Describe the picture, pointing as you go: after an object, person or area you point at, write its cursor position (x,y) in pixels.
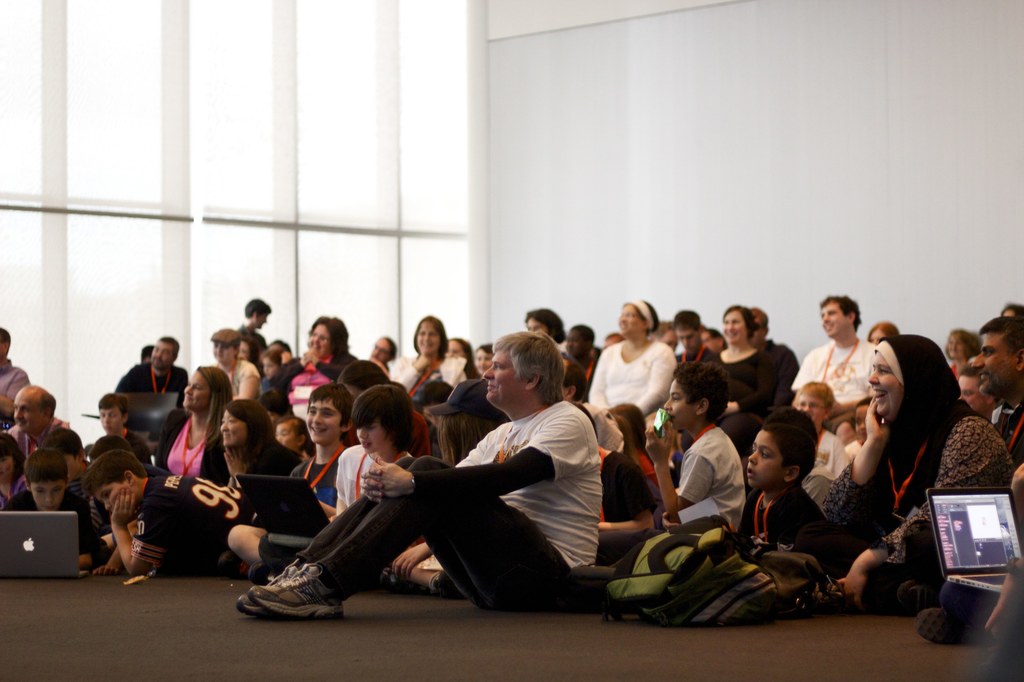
In this picture we can see many kids (160,503) and people (363,403) sitting on the floor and smiling at someone. We can also see laptops (23,548).
